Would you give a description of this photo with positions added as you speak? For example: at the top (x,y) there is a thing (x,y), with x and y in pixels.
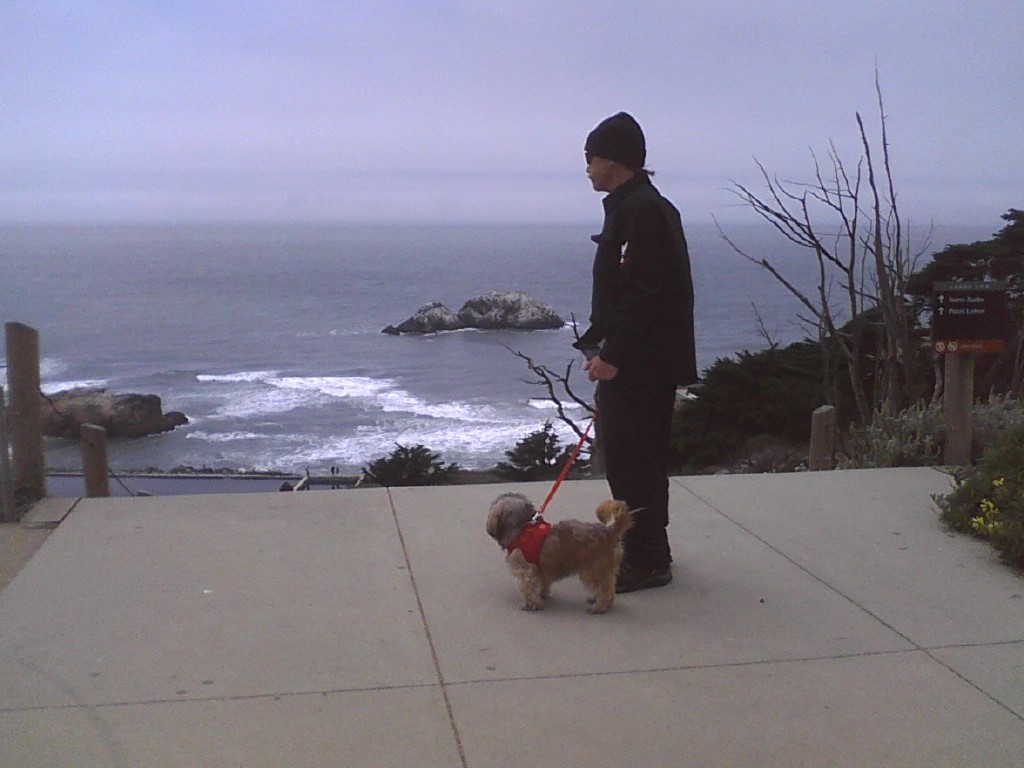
In this image we can see a man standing on the ground (566,496) holding the dog (560,548) with a leash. We can also see a group of trees (808,386), a sign board (942,314) to a pole (953,355) and some stones (143,401). On the backside (143,392) we can see a large water body (358,320) and the sky (482,85) which looks cloudy.
